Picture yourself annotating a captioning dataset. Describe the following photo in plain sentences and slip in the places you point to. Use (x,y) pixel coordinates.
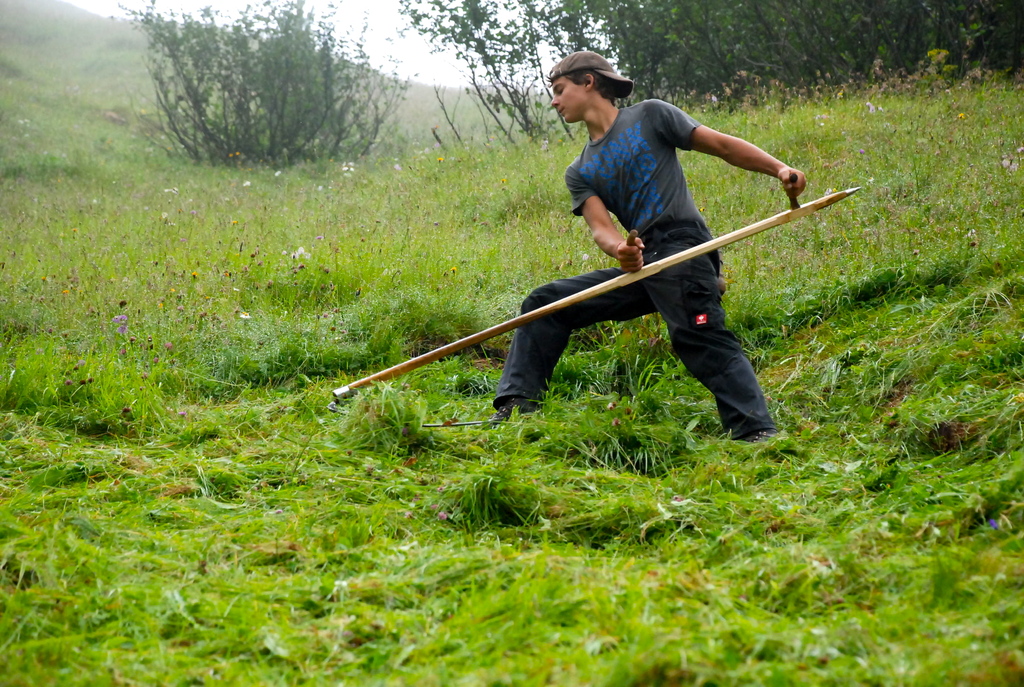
This image is taken outdoors. At the bottom of the image (300,559) there is a ground (156,376) with grass (454,248) on it. In the background (120,84) there is a hill (126,130) and there are few plants (211,112) with green leaves (848,47) and stems (321,54). At the top there is the sky (384,33). In the middle of the image (509,393) a man (508,406) is standing and he is holding a scythe (641,272) in his hands (634,261).
